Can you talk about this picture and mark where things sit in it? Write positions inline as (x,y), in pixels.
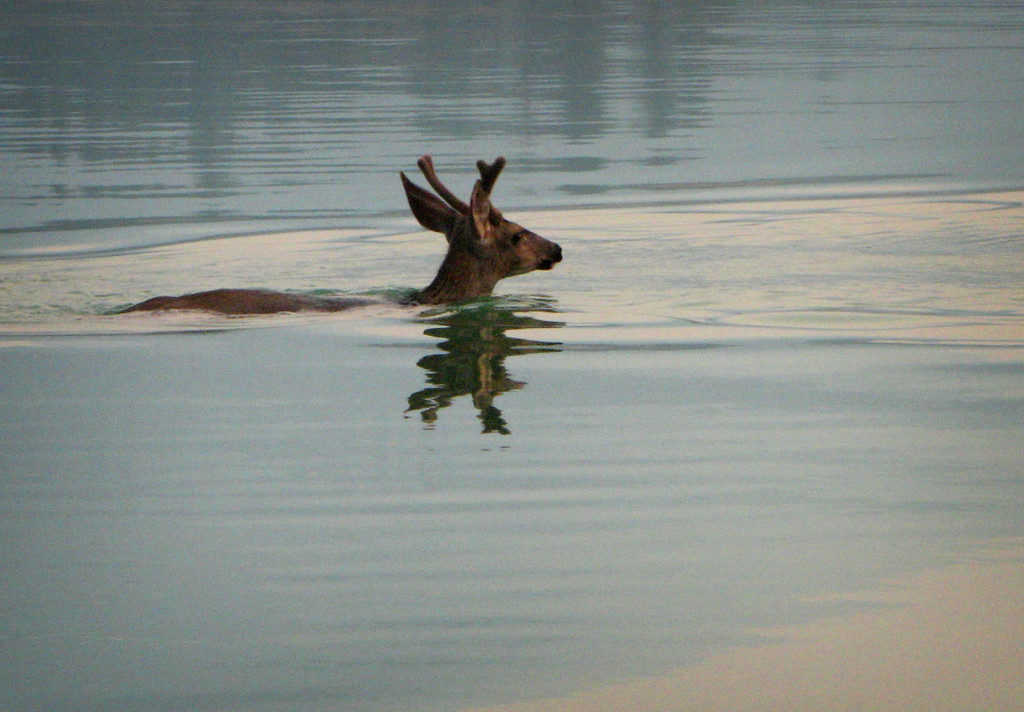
In this image we can see a sea (691,130). There is an animal (497,256) in the water (379,335).
